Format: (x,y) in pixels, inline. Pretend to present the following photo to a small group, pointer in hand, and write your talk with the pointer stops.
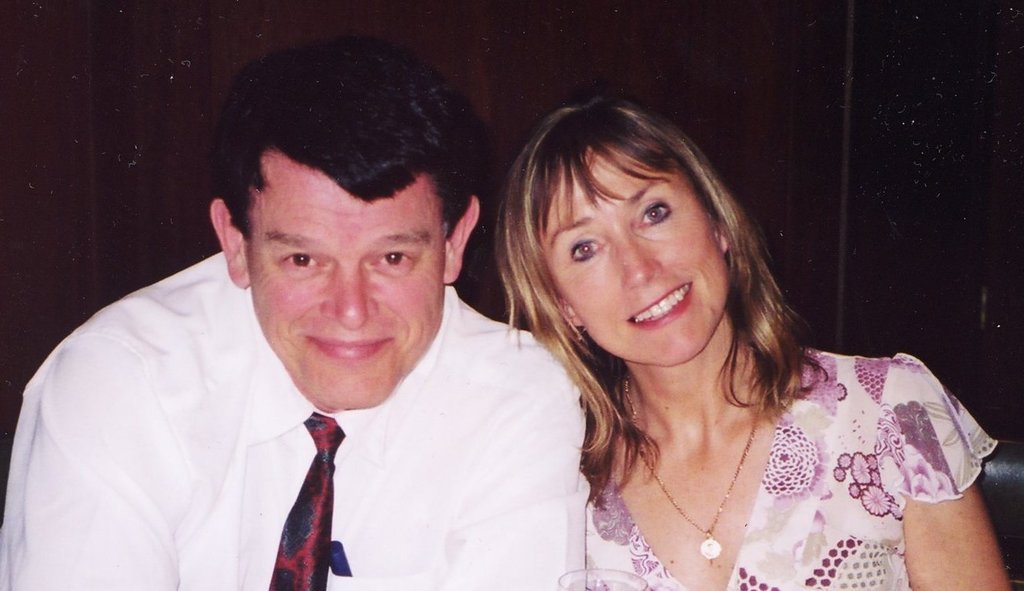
In this image the background (28,142) is dark. In the middle of the image (394,262) a man (423,311) and a woman (587,372) are sitting on the couch (1004,471) with smiling faces (372,333).
